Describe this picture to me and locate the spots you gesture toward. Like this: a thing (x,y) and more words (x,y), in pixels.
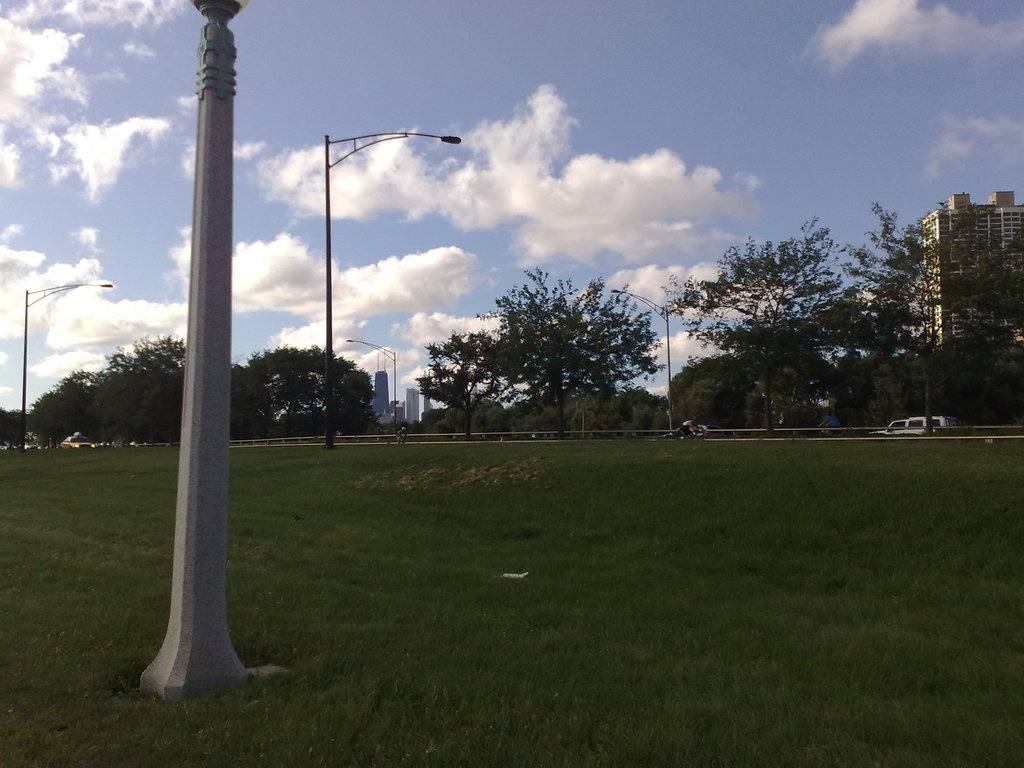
In this picture I can see a light pole (207,357) in front and I can see the grass (266,492). In the middle of this picture (348,397) I can see number of trees (321,394), few more light poles (396,353) and few vehicles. In the background (337,351) I can see few buildings (989,243) and the sky (642,209).
